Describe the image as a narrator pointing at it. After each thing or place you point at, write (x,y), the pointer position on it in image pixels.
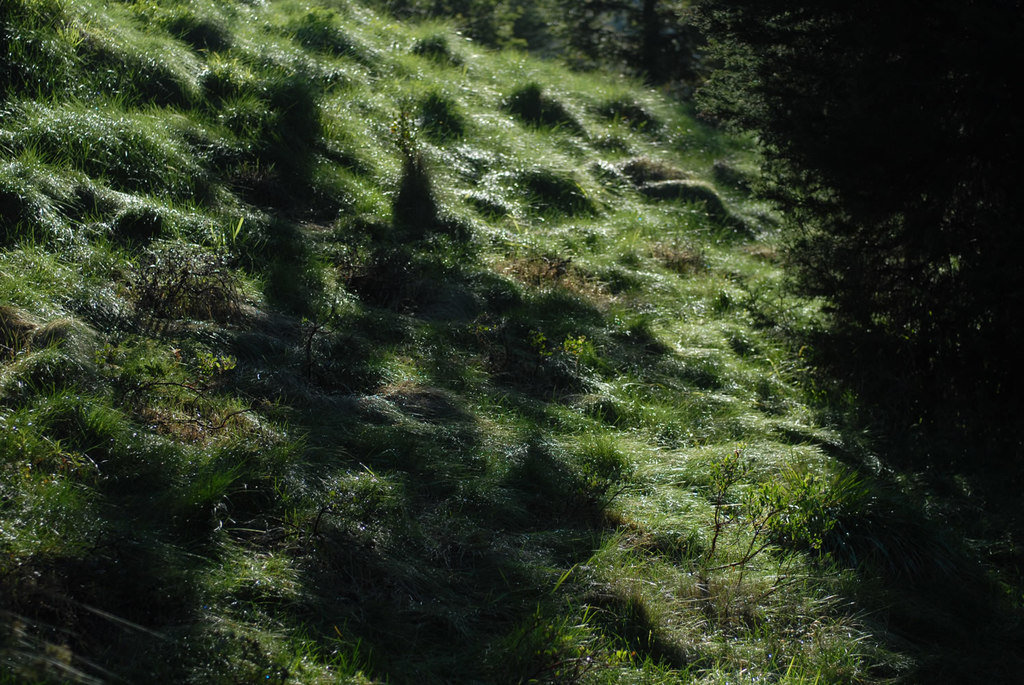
In this image we can see grass (747,345) and plants (798,496).
